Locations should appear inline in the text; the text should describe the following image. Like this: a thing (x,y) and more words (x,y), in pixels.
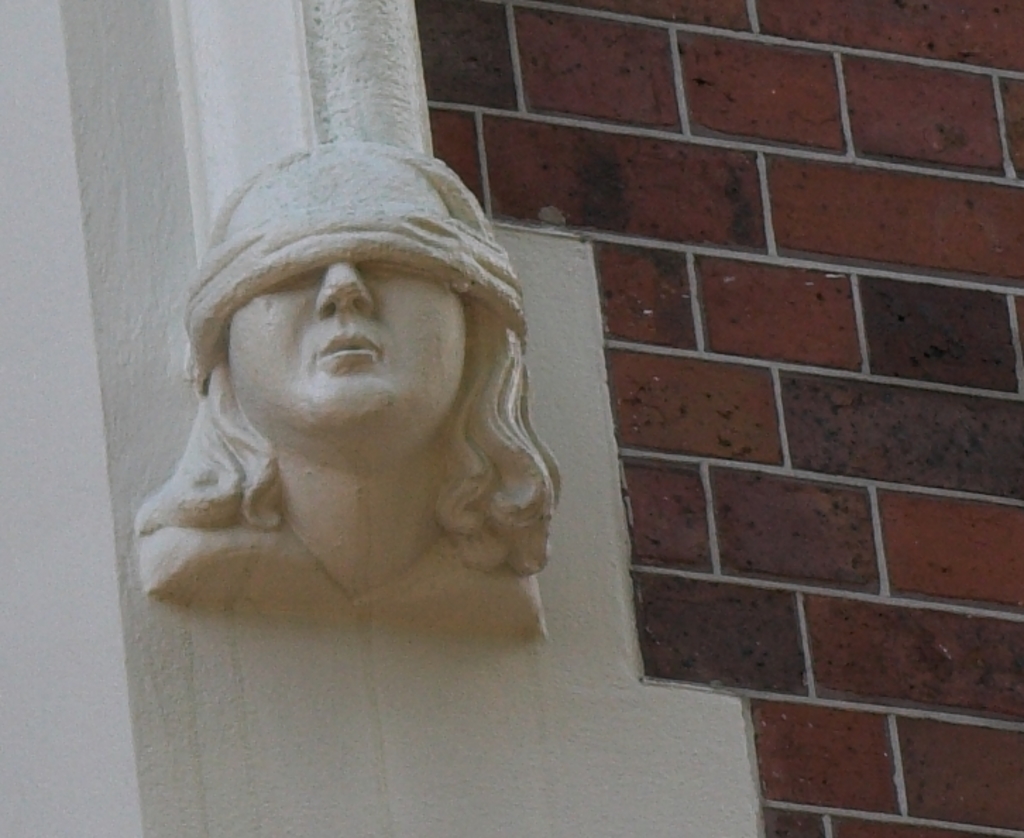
In this picture I can see sculpture (394,377) and a brick wall (870,409).
